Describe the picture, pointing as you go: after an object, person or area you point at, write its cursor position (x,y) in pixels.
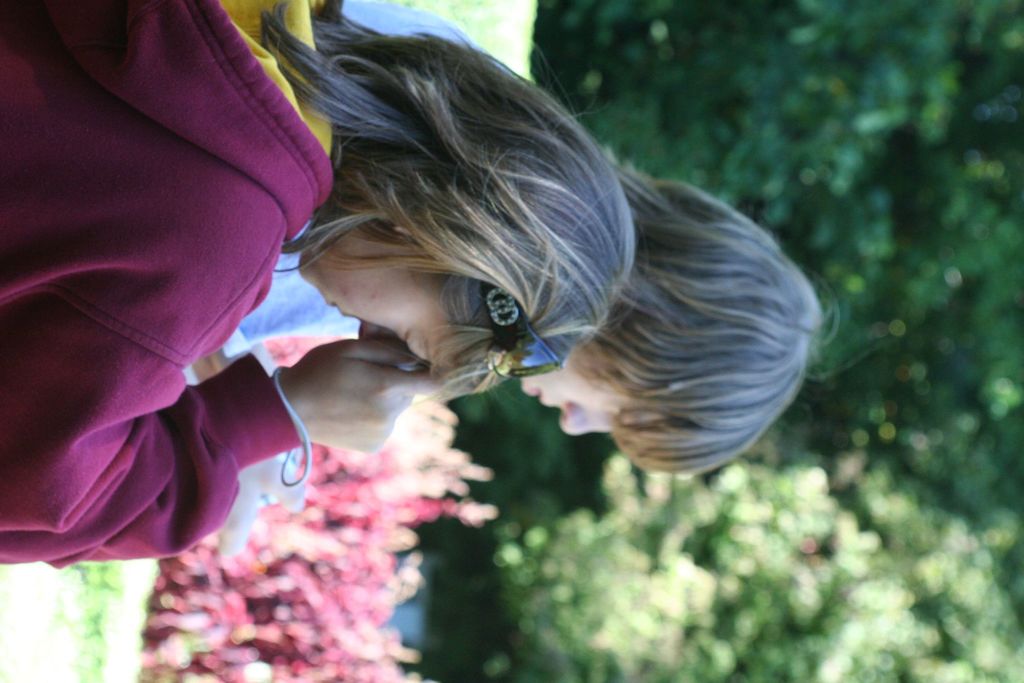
In this picture there are people (437,283) in the image and there is greenery (759,498) in the background area of the image (746,533), it seems to be there are red color plants (377,544) in the image.
